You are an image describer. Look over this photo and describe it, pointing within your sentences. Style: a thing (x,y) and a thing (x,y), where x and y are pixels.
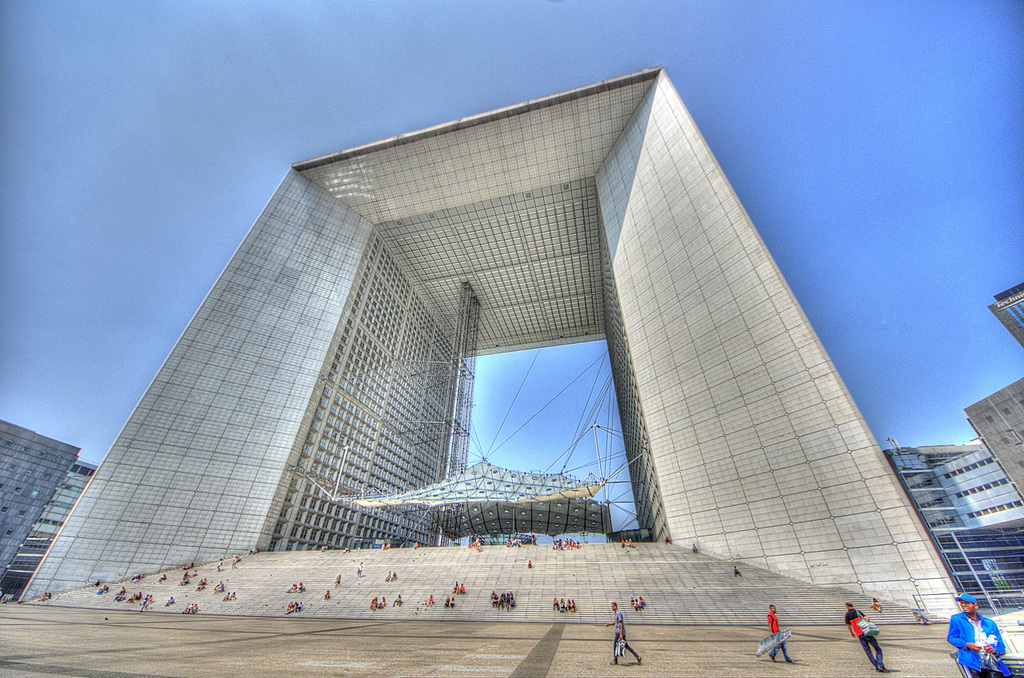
In the picture I can see people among them some are walking on the ground (662,651) and some are on steps (466,564), In the background (965,482) I can see buildings (922,479), the sky (540,351) and some other objects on the ground (590,653).
